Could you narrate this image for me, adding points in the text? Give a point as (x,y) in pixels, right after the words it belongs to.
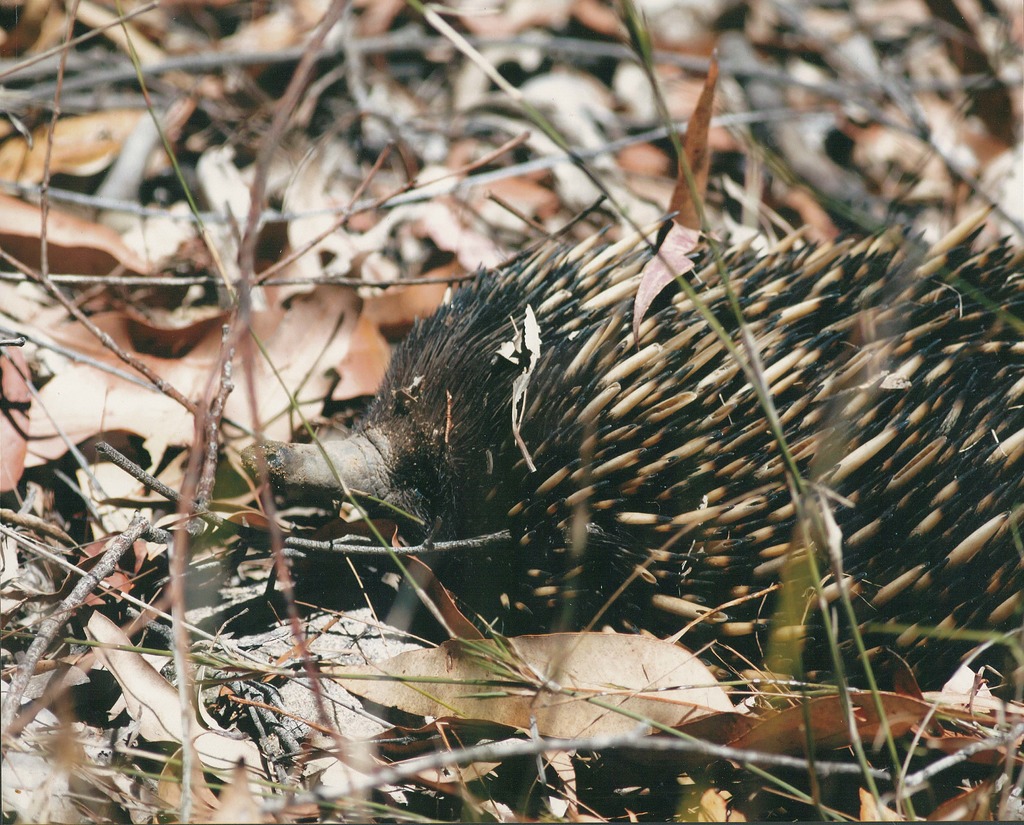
In this image we can see dry leaves (210,336), twigs (527,218) and other objects (570,421).
